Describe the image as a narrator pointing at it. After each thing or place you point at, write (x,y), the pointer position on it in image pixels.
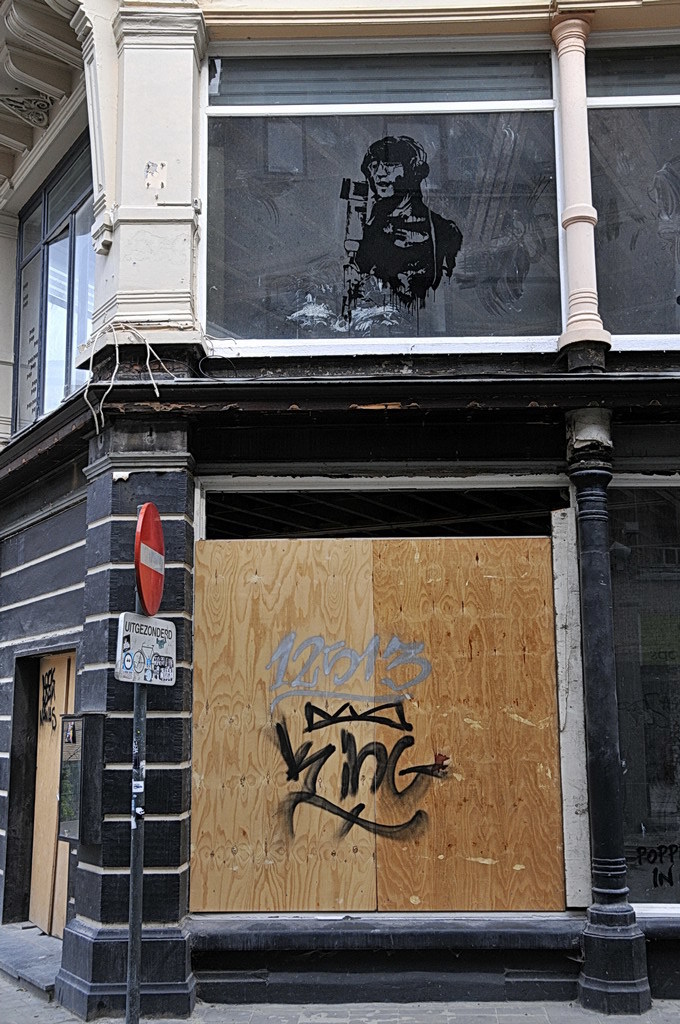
In this image there is a painting (368,173). On the wall (102,891) there are paintings (370,220). This is a sign board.
